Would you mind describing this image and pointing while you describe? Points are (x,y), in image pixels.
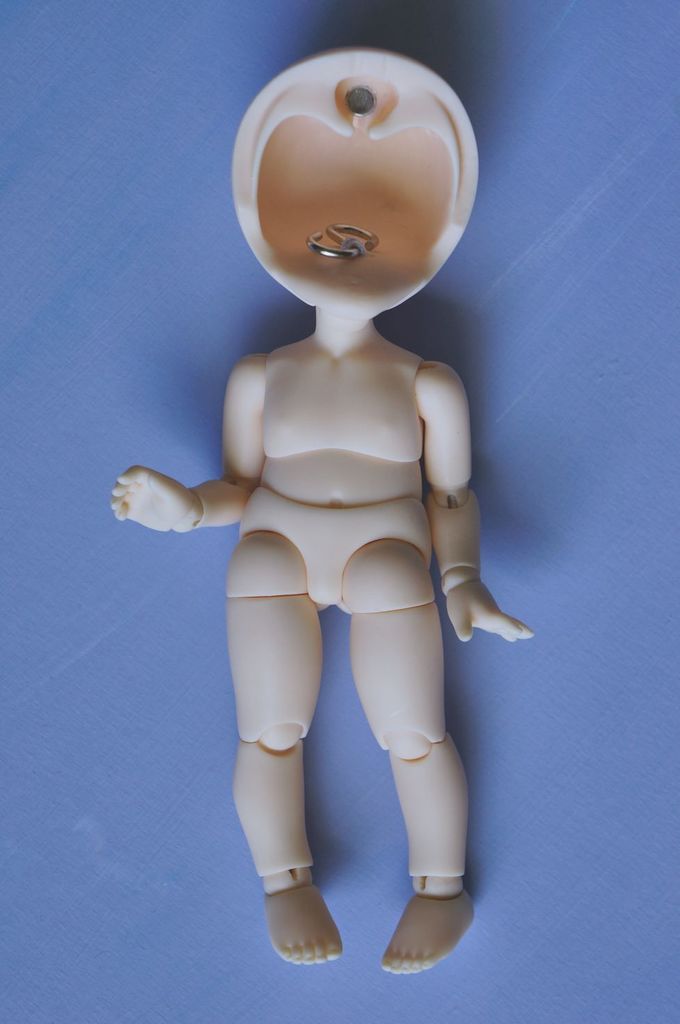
This is a zoomed in picture. In the center (341,677) we can see the toy (256,188) of a person (264,552) which is lying on a blue color object (538,93) seems to be the table (461,345).
